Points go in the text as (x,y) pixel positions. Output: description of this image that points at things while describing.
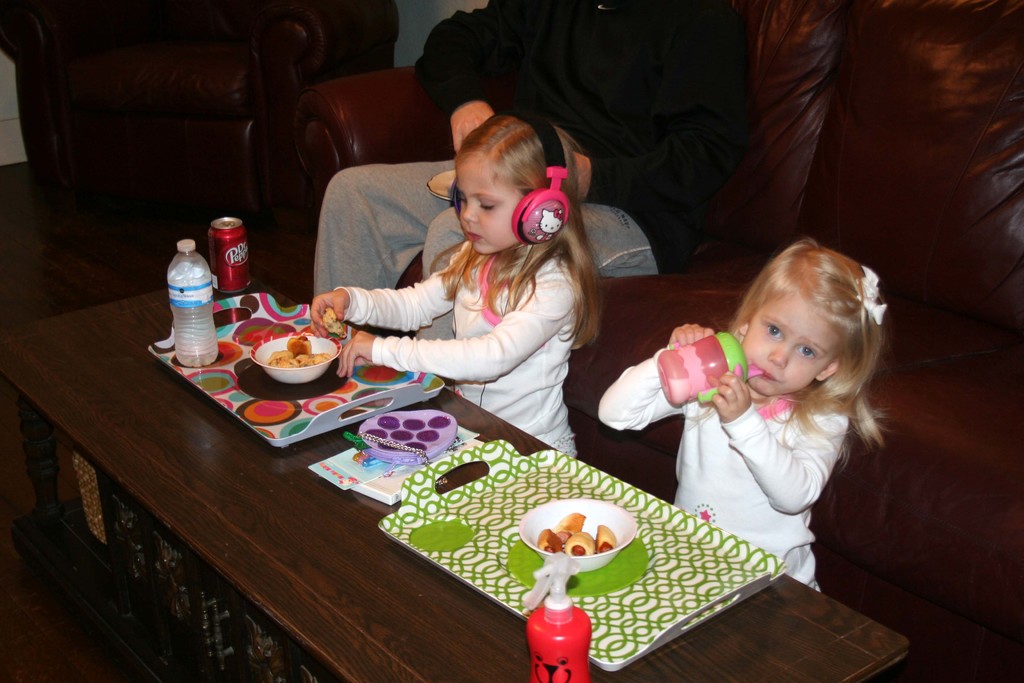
In this image I can see two girls (557,396) wearing white t-shirts (521,390) and sitting in front of the table (340,588). one girl (507,231) is wearing headset (565,202). on the table (355,577) I can see two trays (468,525), one bottle (206,316), one coke tin (223,287) and two bowls (286,373) and some food items (293,356) in it. In the background (710,190) I can see a person (661,116) wearing black shirt (642,103) and sitting on the sofa (752,120) and holding one plate (442,185).
